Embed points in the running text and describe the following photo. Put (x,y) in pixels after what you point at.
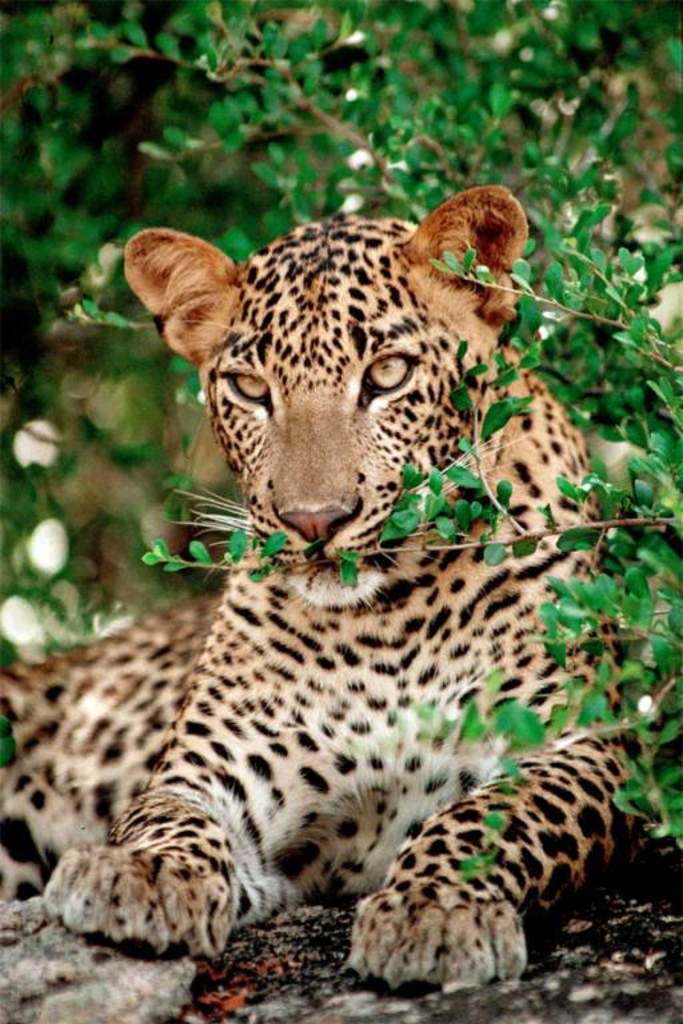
In the center of the image (325,571) we can see a leopard (397,580) is lying on the ground (258,958). In the background of the image (64,96) we can see the trees (98,278).
